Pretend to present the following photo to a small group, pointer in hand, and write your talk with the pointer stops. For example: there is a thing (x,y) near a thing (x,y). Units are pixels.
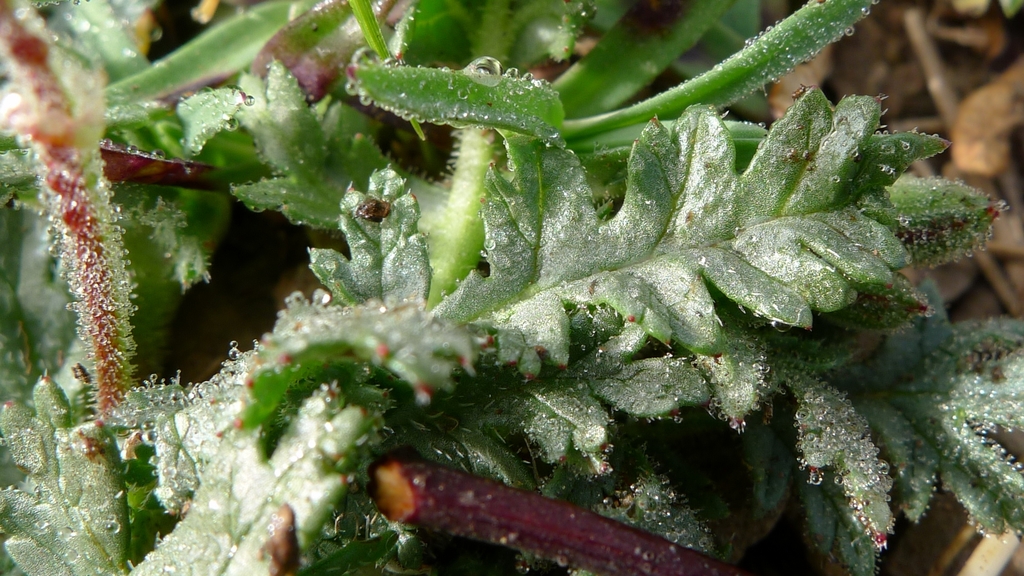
In this image we can see few plants (309,414). There are water droplets (532,81) on the leaves (631,277) of the plant (505,97). We can see the dry leaves (966,126) at the right side of the image (986,167).
